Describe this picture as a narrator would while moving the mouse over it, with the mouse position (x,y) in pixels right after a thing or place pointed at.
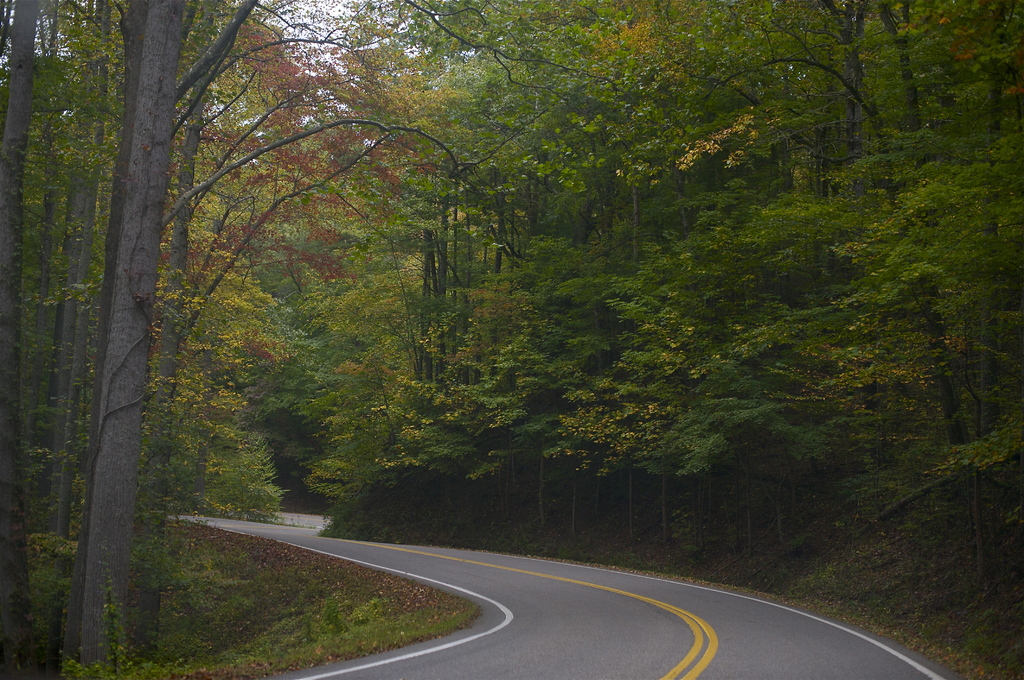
In front of the image there is a road (474,627), beside the road (369,565) there are dry leaves (377,595), grass (295,594) and plants (219,482).
